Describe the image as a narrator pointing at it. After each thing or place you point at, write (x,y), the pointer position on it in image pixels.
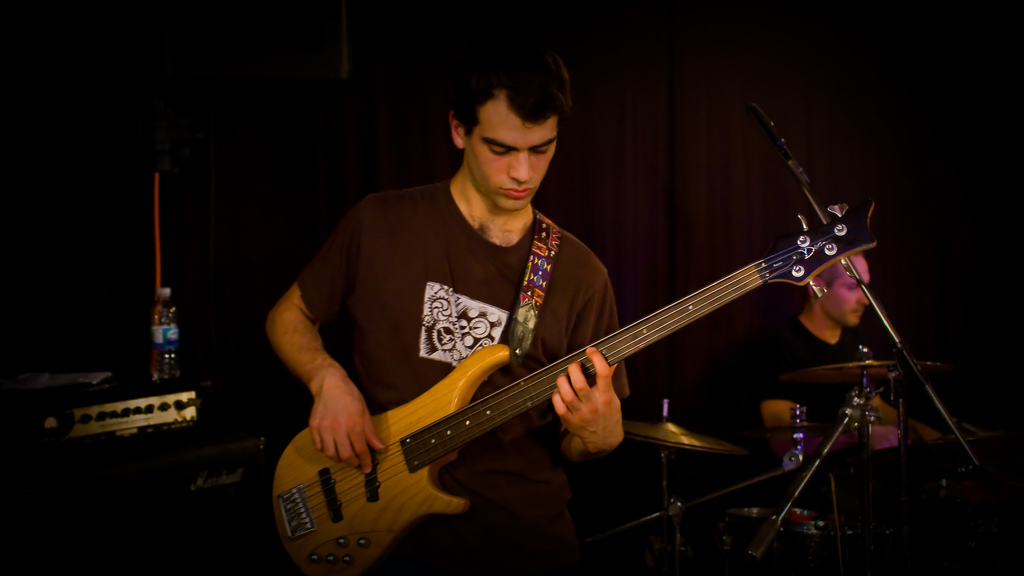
There is a person (395,560) standing in the center (588,327) and he is playing a guitar (406,426). Here we can see a person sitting on a chair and he is playing a snare drum (793,564). Here we can see a water bottle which is on the left side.
